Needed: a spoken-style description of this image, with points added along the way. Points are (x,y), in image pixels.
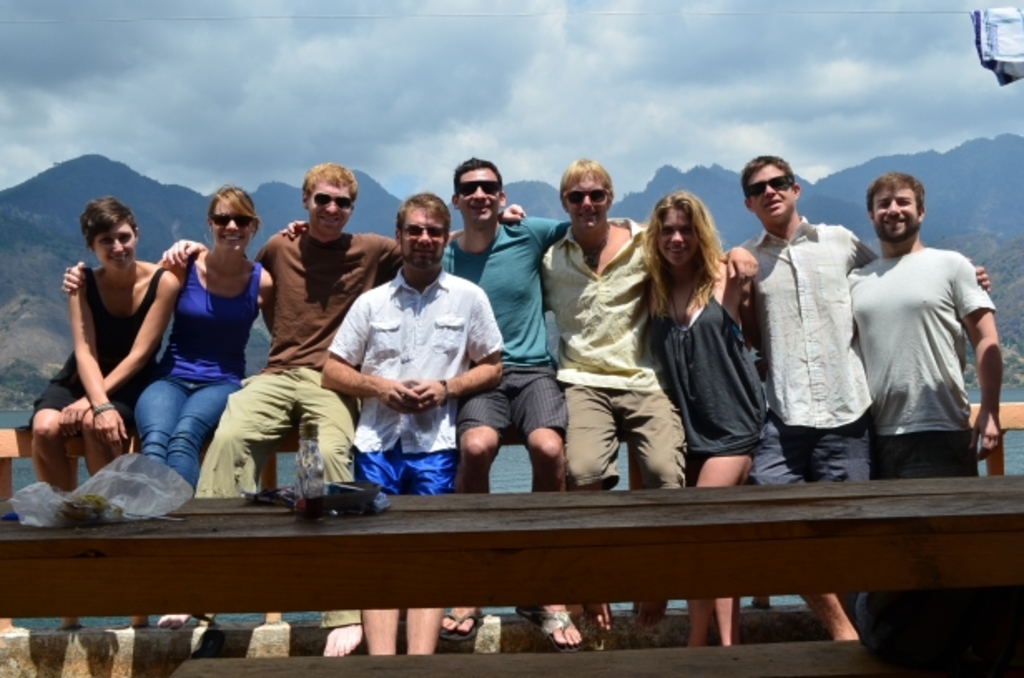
In this image we can see a group of people (544,304) standing beside a wooden fence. We can also see some people (279,412) sitting. In the foreground (389,562) we can see a cover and a bag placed on the wooden surface (657,549). On the backside (1016,97) we can see a large water body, a group of trees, the hills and the sky (340,88) which looks cloudy. On the top of the image (1000,82) we can see a cloth (1016,79) on a rope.
